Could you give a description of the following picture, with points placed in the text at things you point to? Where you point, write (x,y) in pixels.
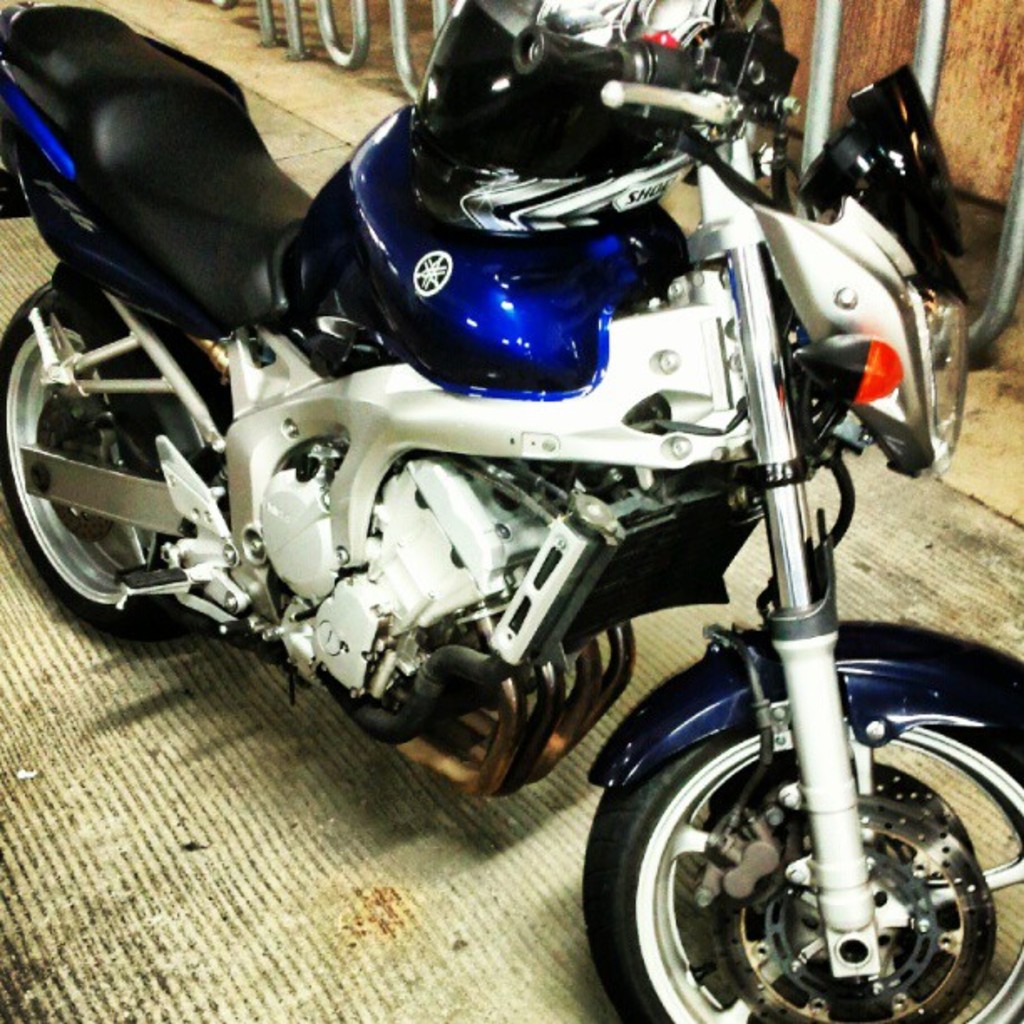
This is a zoomed in picture. In the foreground (483,645) there is a blue color bike (255,440) parked on the ground (203,652) and we can see a black color helmet (519,109) is placed on the top of the bike (494,306). In the background (392,10) we can see the metal rods (359,10).
